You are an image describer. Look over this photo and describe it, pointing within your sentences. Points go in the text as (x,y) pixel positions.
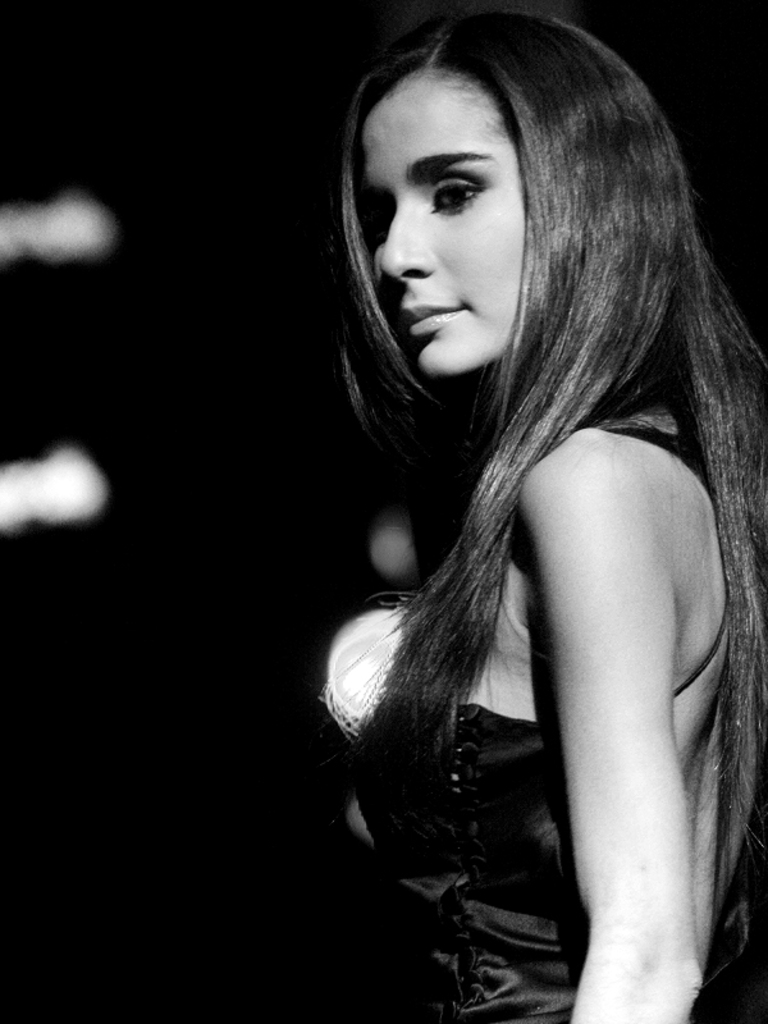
In this image there is a woman (506,385) standing, there are lights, the background of the image (94,858) is dark.
